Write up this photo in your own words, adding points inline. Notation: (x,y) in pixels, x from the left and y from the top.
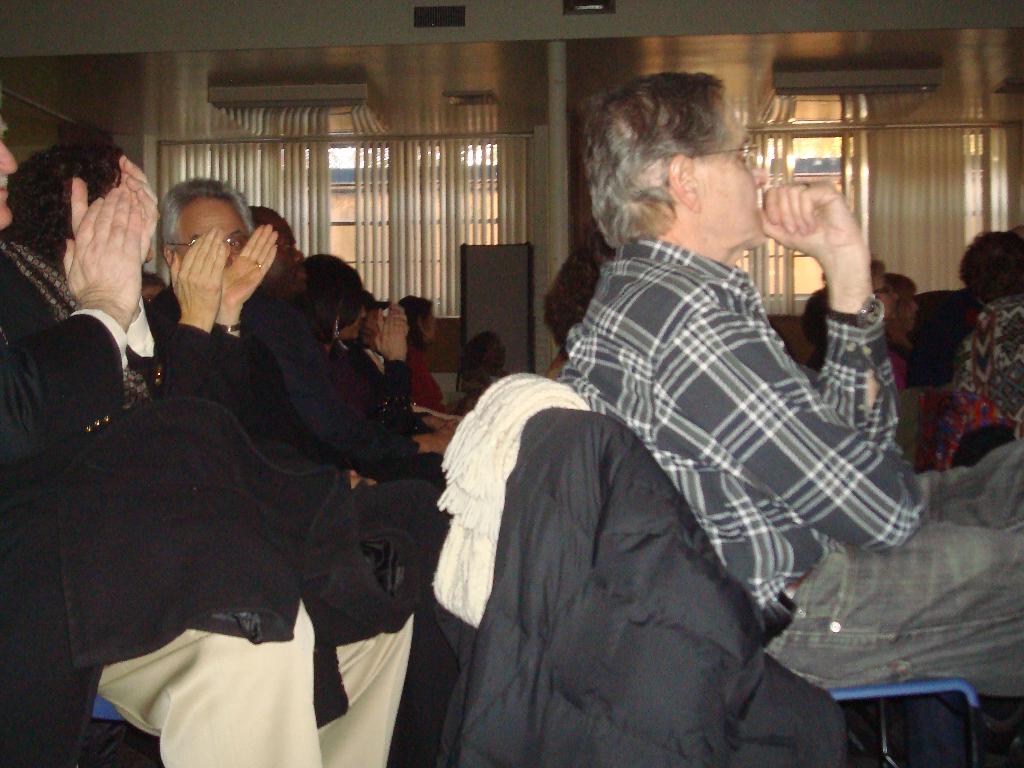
There are people (960,575) sitting on chairs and we can see clothes (542,388). In the background (387,206) we can see windows (407,162) and object (484,256). At the top (348,92) we can see lights (796,90).
